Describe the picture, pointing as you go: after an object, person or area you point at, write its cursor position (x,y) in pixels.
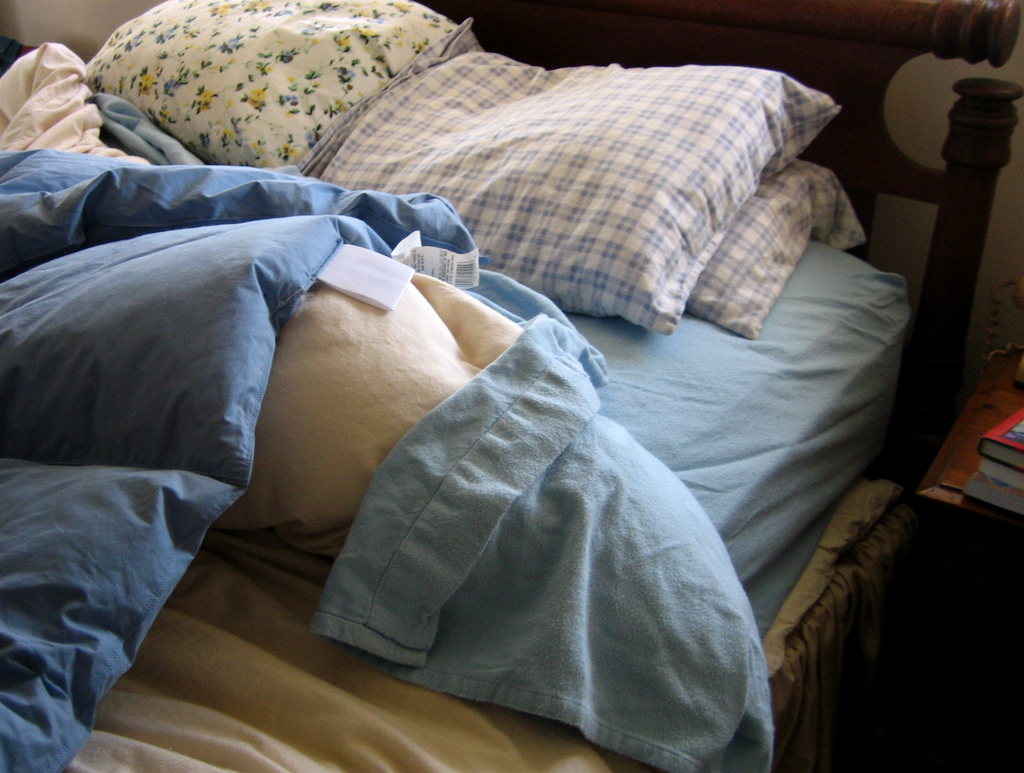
Here we can see a bed (618,319) with pillows (594,266) on it and blankets (163,321) in a Messy way.
